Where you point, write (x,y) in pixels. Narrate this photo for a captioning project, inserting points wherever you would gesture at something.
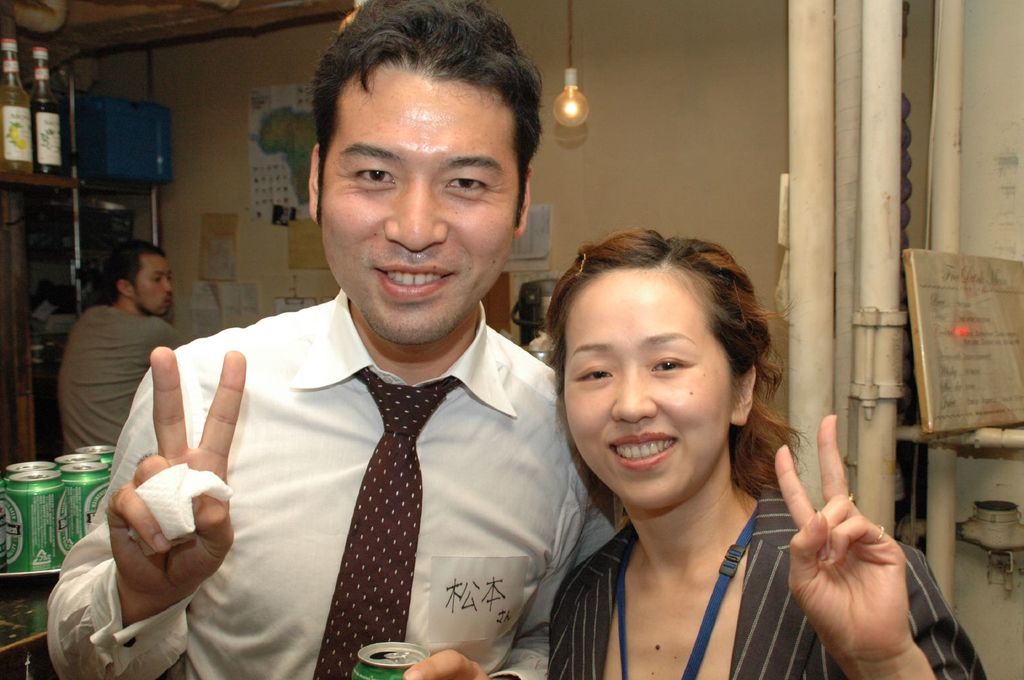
In this image I can see two people (485,543) with different color dresses (508,547). I can see one person (388,629) is holding the tin (394,672). To the left (50,475) there are few more things (50,489) which are in green color. These are on the black color surface (29,603). In the back (126,355) I can see one more person (116,352) and there are many papers (287,191) to the wall (222,187). To the side I can see the rack (30,211). And there are bottles (33,148) and blue color box (97,165) inside the rack (13,250). I can see the bulb (562,120) and the board (973,314) to the right (974,334).
